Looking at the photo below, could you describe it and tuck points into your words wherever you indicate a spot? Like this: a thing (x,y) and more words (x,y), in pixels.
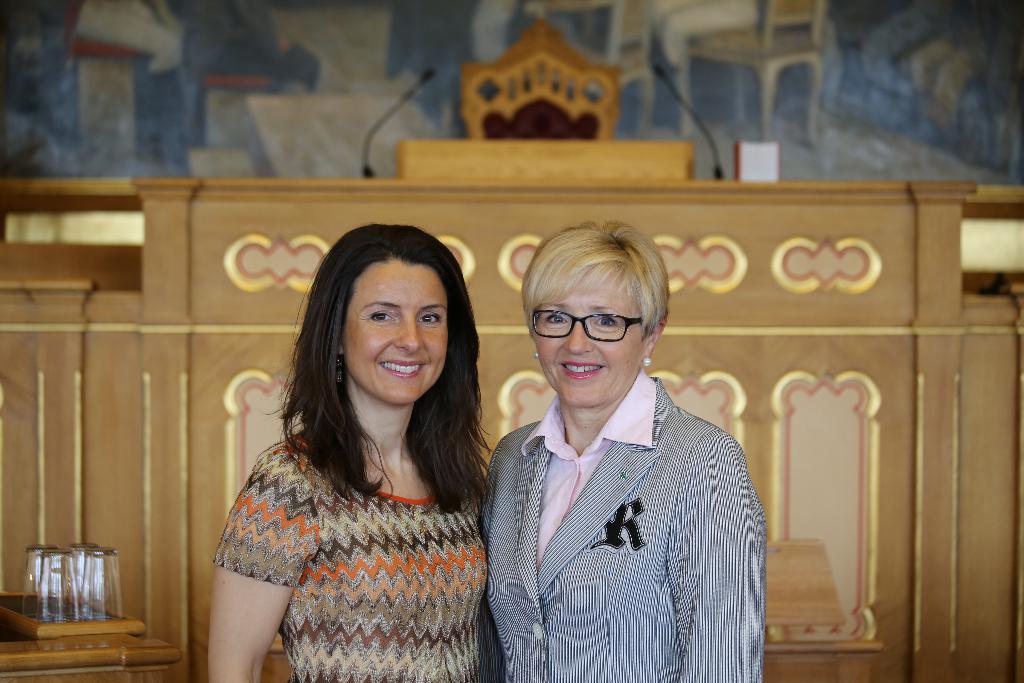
In the picture we can see two women (663,604) are standing together, one woman (234,674) is with loose hair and she is smiling and one woman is in shirt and a blazer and she are also smiling and behind them, we can see a wooden wall (27,531) and on the top of it, we can see a desk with two microphones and a chair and behind it we can see a wall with some paintings (465,26) of chairs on it and near to the wall (9,539) we can see a table (138,654) with some glasses (86,607) on it.
